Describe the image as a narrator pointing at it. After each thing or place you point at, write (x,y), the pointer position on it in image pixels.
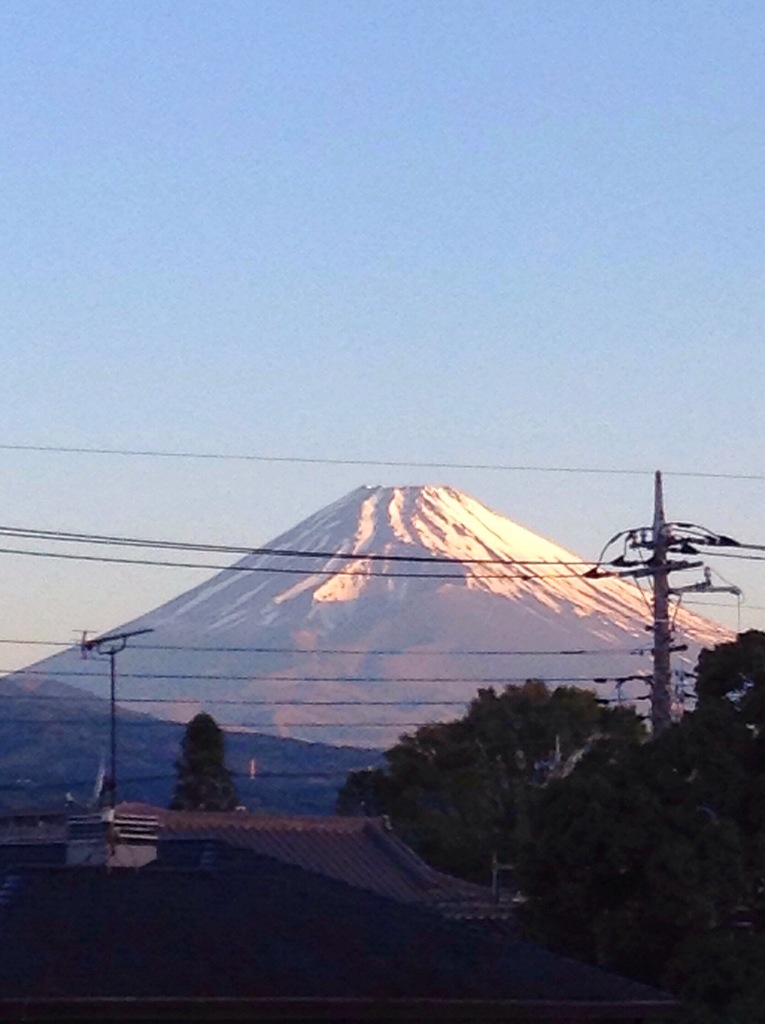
In this picture we can observe buildings (279,855). There are trees (522,811) and a pole (660,557) on the right side (534,706). In the background (336,561) we can observe a hill (294,591) and a sky (331,268).
